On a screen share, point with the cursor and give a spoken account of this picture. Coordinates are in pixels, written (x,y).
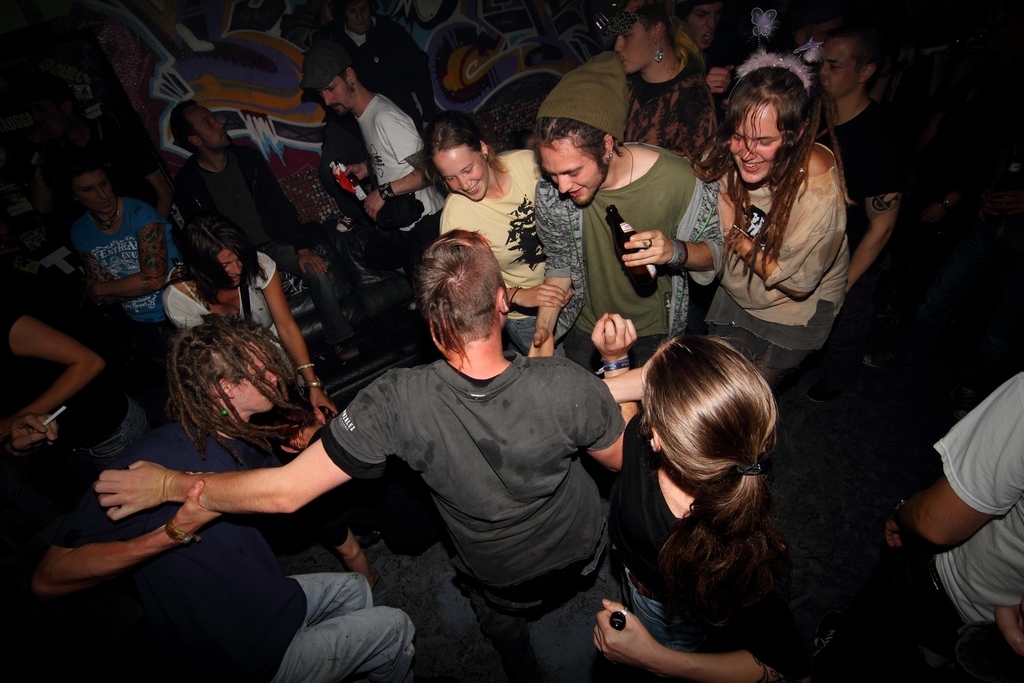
In this picture we can see some persons (616,318) and they are holding a bottle (608,208) with their hands (659,246). This is floor (786,493) and there is a sofa (374,341). In the background (250,74) there is a wall (494,74).
